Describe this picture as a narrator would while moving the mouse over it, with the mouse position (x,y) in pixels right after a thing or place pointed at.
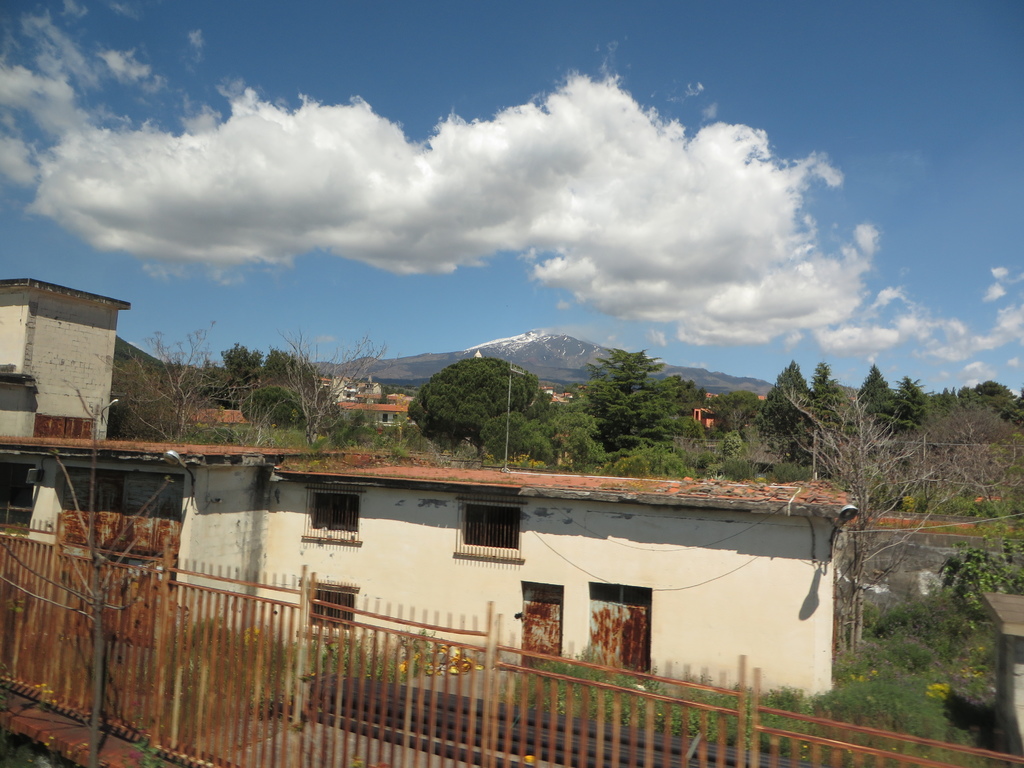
In the foreground of the picture (861,537) we can see trees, plants (918,636), buildings (129,501) and railing (2,644). In the middle of the picture (540,376) there are trees (465,393), buildings (378,395) and a mountain (561,363). At the top (363,212) there is sky (499,190).
